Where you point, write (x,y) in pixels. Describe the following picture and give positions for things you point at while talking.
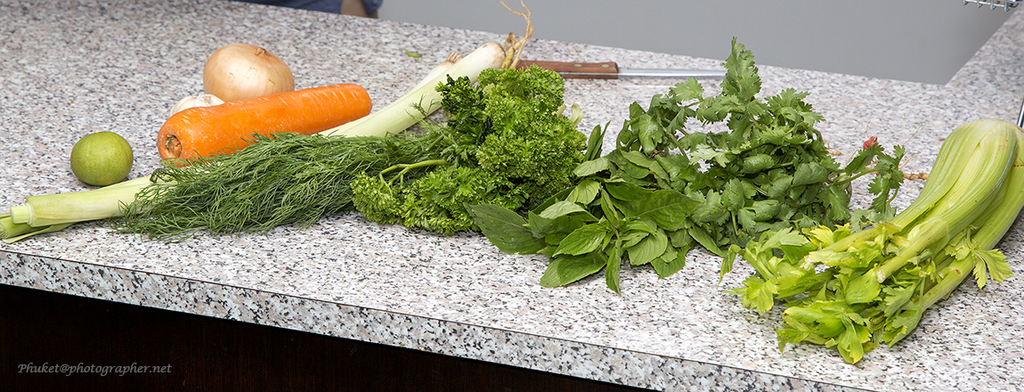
In this picture I can see vegetables (554,102) and a knife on the table (391,77), and there is a watermark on the image.
